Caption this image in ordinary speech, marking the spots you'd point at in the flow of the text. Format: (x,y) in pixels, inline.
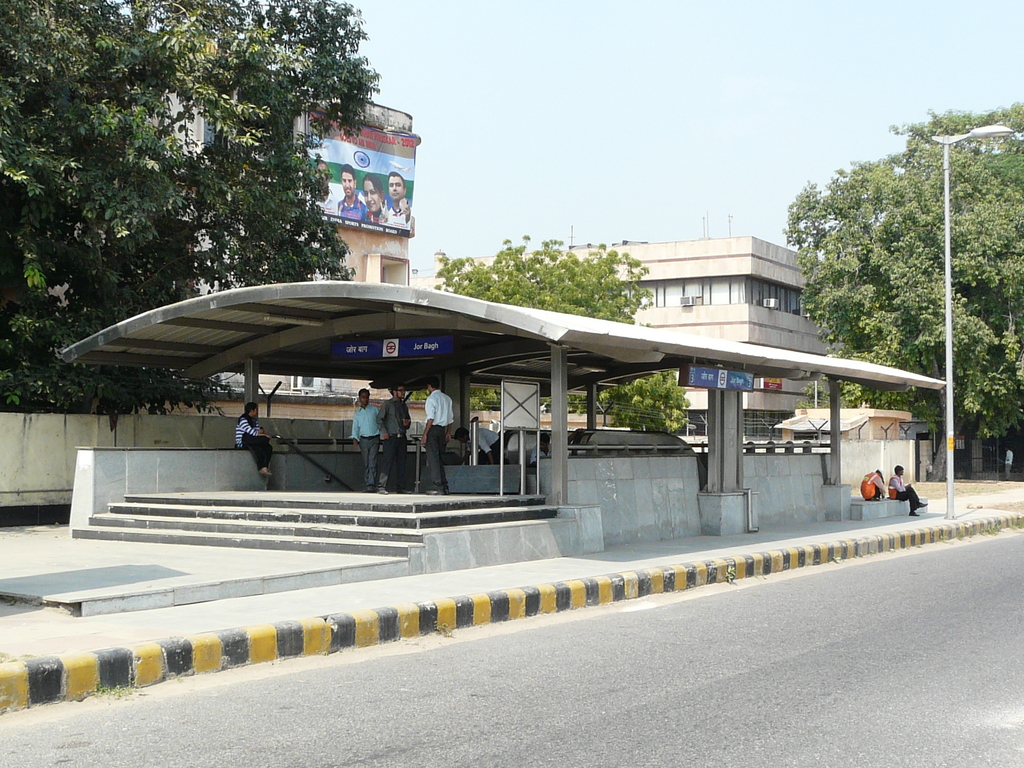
In this image I can see the road (837,678), the sidewalk (516,570), few stairs (326,513) and the shed (518,326). I can see few persons (427,400) standing and few other persons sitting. In the background (986,318) I can see few trees (909,289), few buildings (710,265), a banner (364,229), a street light pole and the sky (591,121).
